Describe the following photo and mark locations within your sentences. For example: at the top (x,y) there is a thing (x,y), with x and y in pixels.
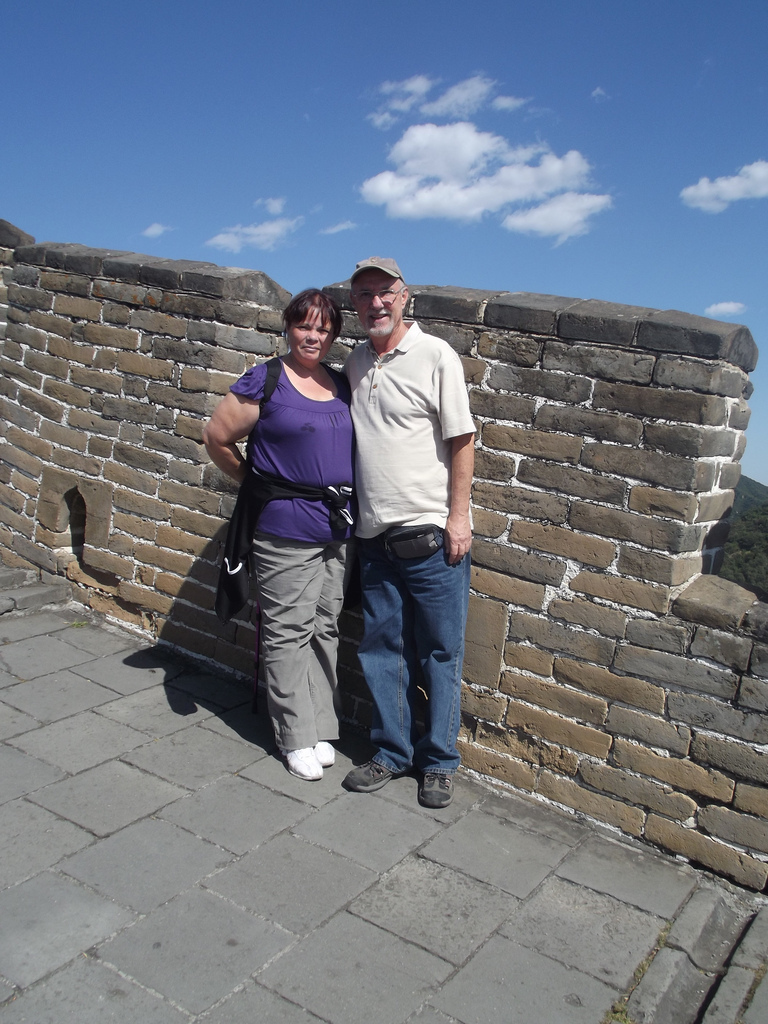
In the center of the image (319,601) we can see two persons (440,497) standing on the ground (405,826). One person (429,487) is wearing a cap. In the background (533,184), we can see a wall (619,459) and the cloudy sky (547,159).
